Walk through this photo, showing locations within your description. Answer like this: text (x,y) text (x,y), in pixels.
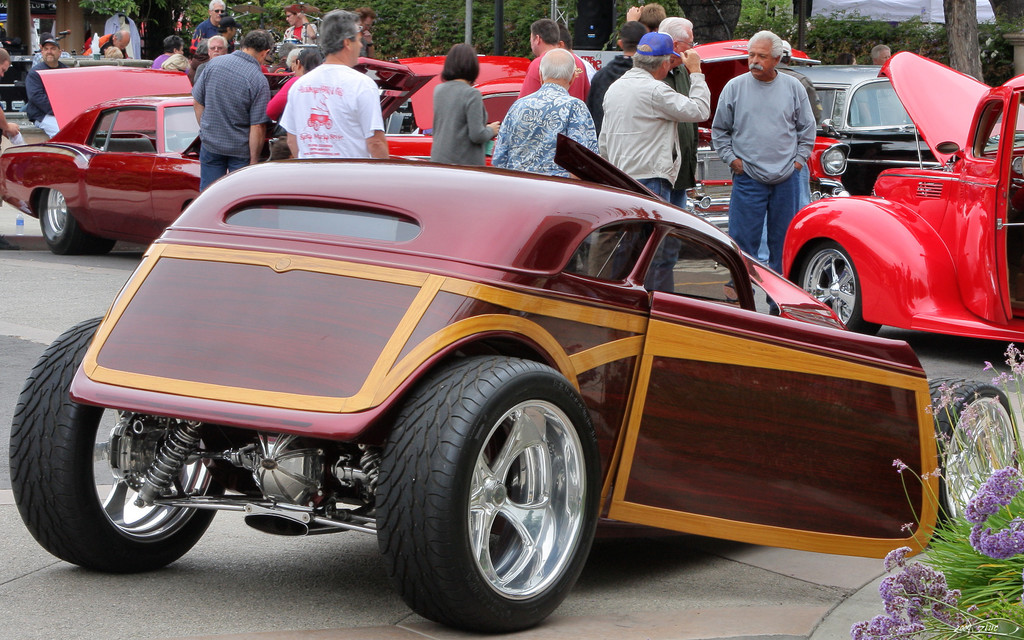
In this image I see a car (426,169), which is of maroon in color and it is parked on a path (739,610) and there is plant (1005,378) beside to it. In the background (212,9) I see a lot of people (262,45), a lot of cars (1019,192) and trees (385,9).
